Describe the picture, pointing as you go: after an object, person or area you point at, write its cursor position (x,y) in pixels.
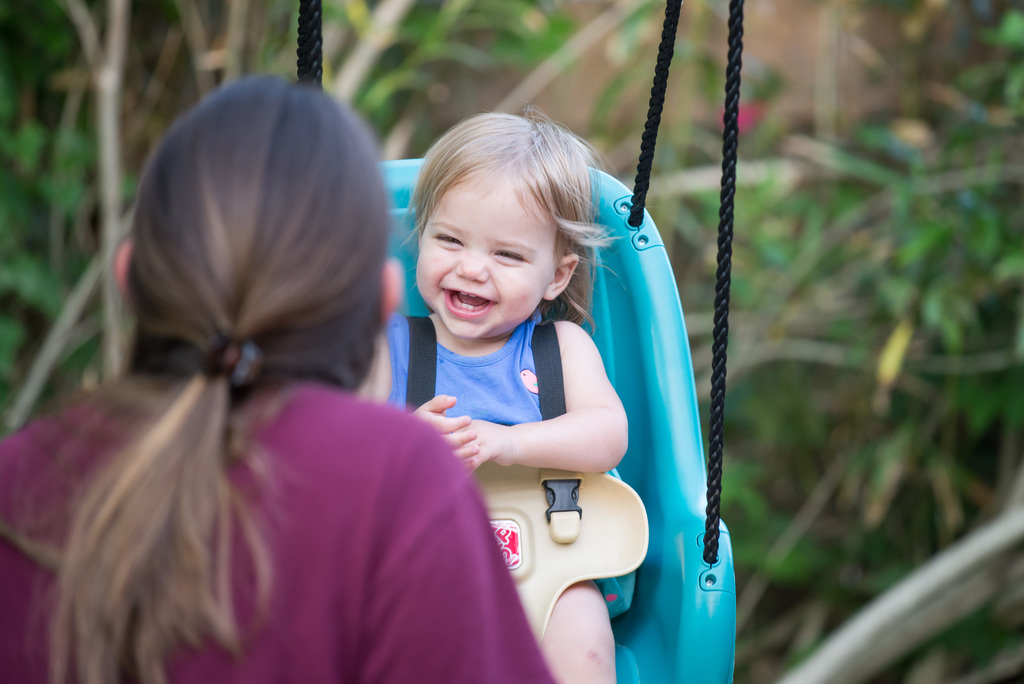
In this picture we can see a kid (580,365) is sitting on the swing (722,252). In front of the kid (496,376) there is a woman (157,412) and behind the kid (565,231) there are some blurred plants (860,258).
